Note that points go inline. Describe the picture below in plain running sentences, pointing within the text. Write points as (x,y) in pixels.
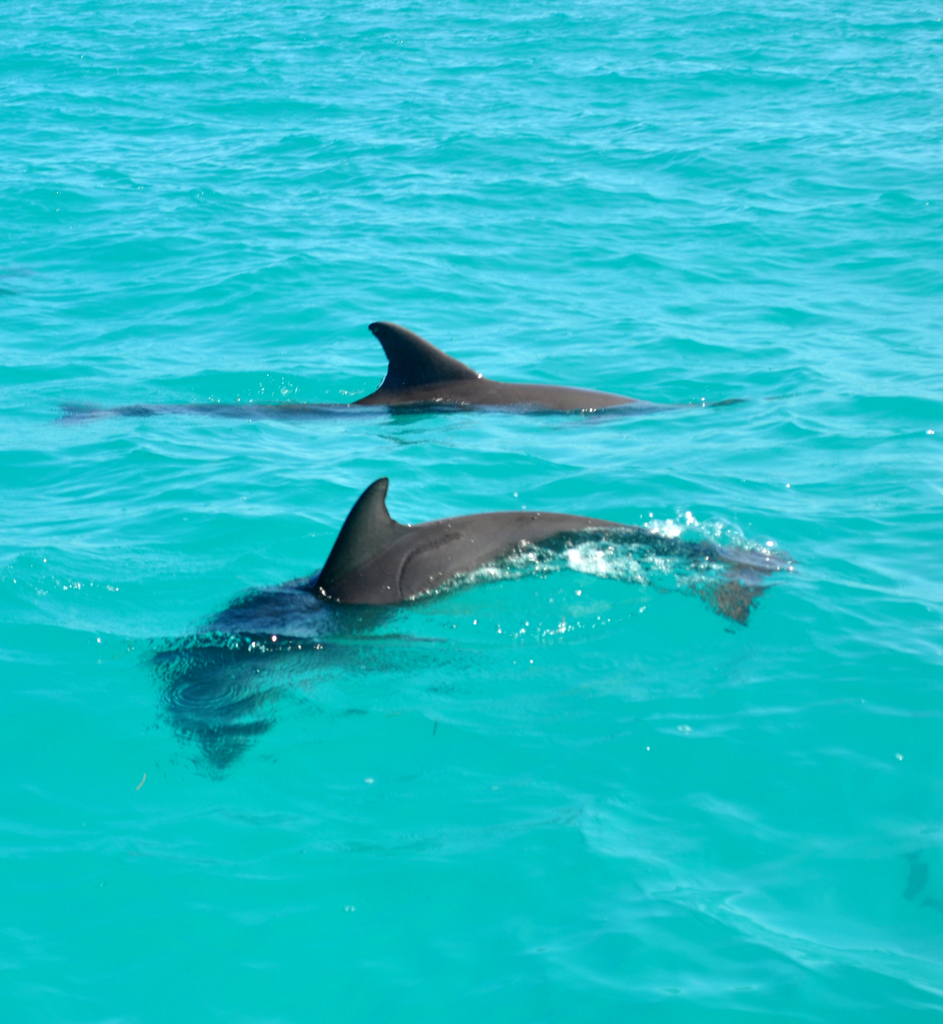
In this picture it looks like 2 dolphins (440,369) in a pool (238,542) of water (342,733).
